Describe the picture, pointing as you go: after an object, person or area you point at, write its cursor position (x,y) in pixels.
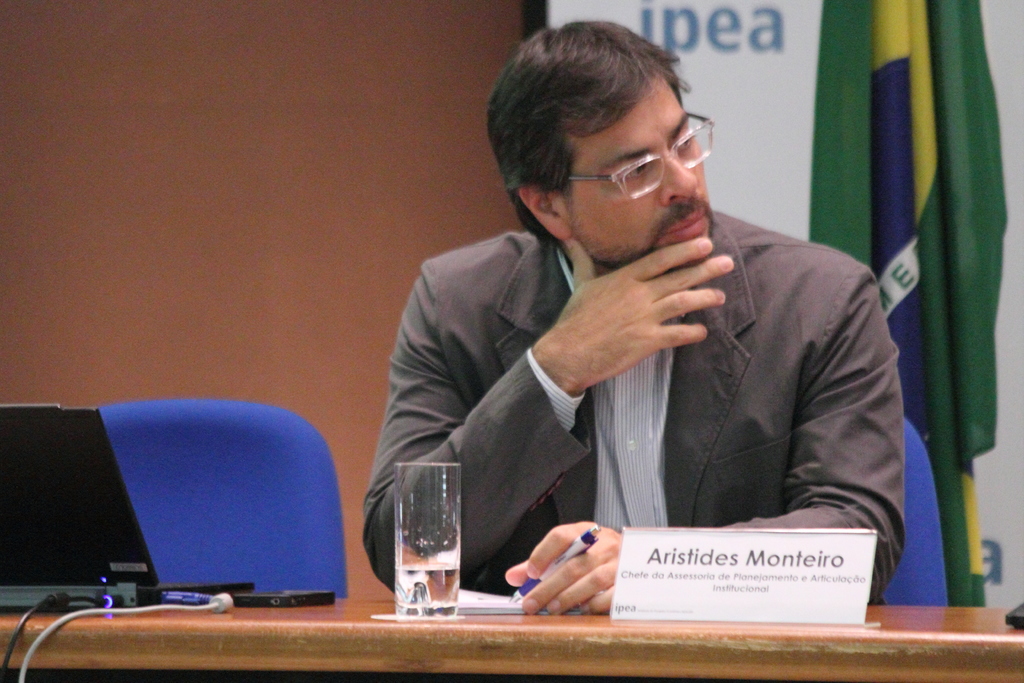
In this picture I can see a man (671,210) sitting on the chair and holding a pen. I can see a laptop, mobile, cables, glass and a nameplate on the table (178,639). I can see a flag (830,56), board (992,482), and in the background (372,358) there is wall (198,145).
